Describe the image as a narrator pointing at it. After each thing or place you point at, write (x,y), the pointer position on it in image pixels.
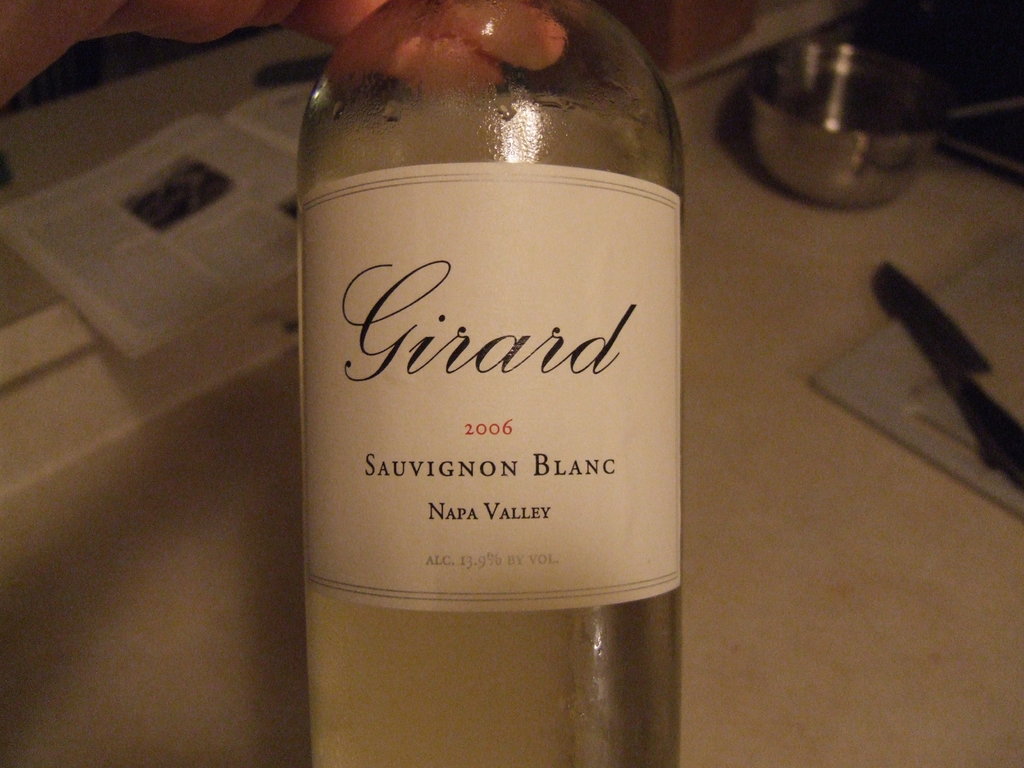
In this picture there is a bottle of girard (381,185) in the image and there is a book (146,155) at the left side of the image (275,204) and kitchenware (919,153) at the right side of the image (862,160).
